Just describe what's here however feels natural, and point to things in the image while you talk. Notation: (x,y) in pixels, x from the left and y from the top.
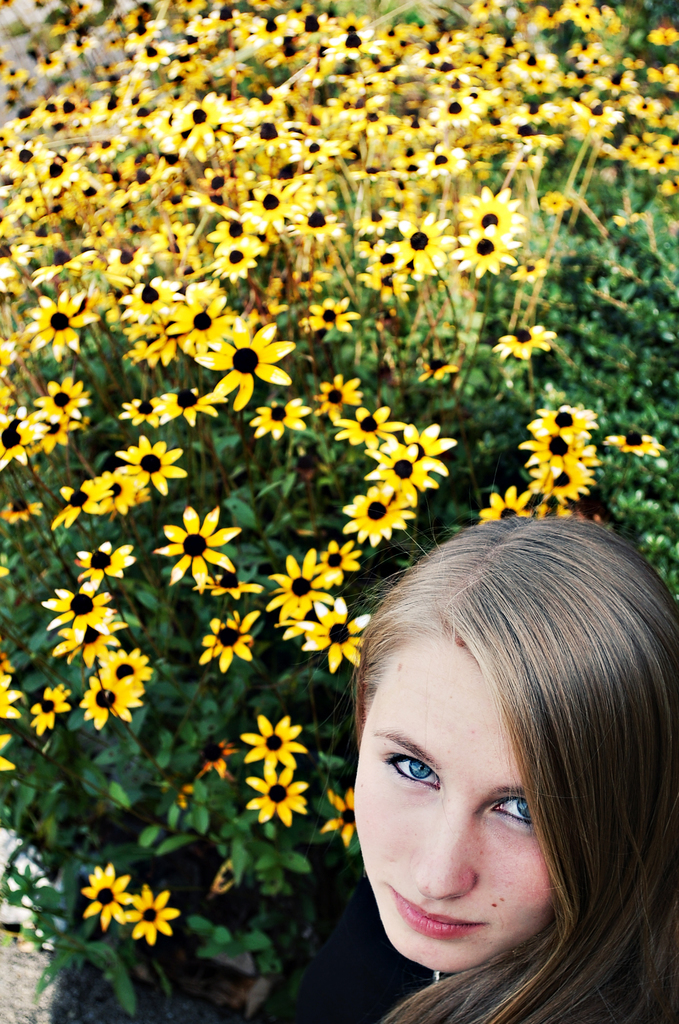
In this image in the foreground (400,773) there is one woman (392,801), and in the background (248,312) there are some flowers (345,132) and plants (295,457).
